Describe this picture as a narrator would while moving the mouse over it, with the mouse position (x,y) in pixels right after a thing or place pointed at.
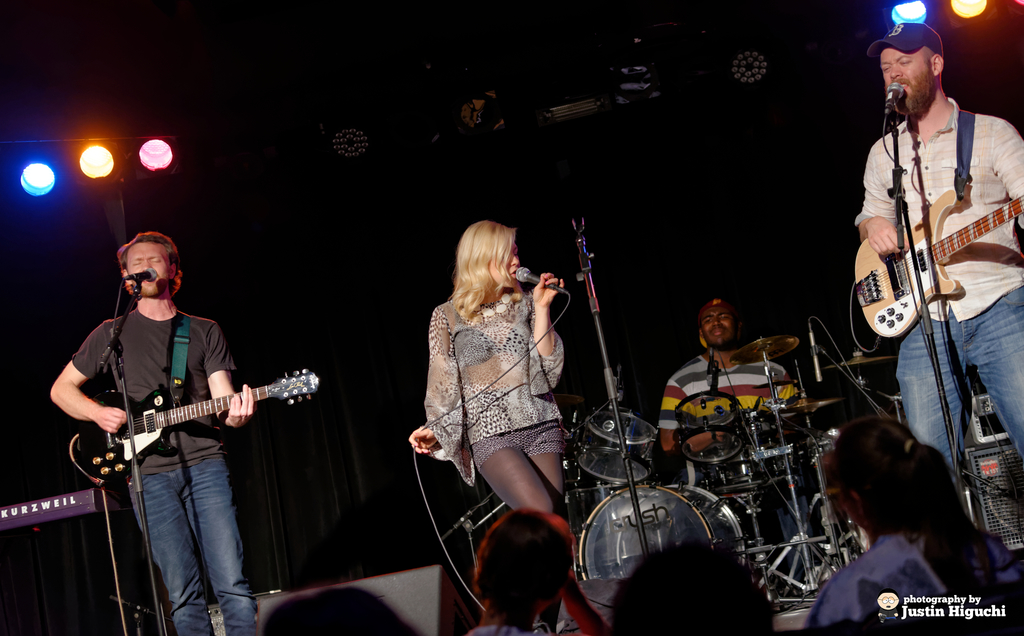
There are three people (483,388) standing and singing song. Two of them (140,307) are playing guitars (944,257). Here is a man (734,377) sitting and playing drums (758,421). These are the audience (540,523) watching their performance. These are the show lights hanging at the top (142,146).
